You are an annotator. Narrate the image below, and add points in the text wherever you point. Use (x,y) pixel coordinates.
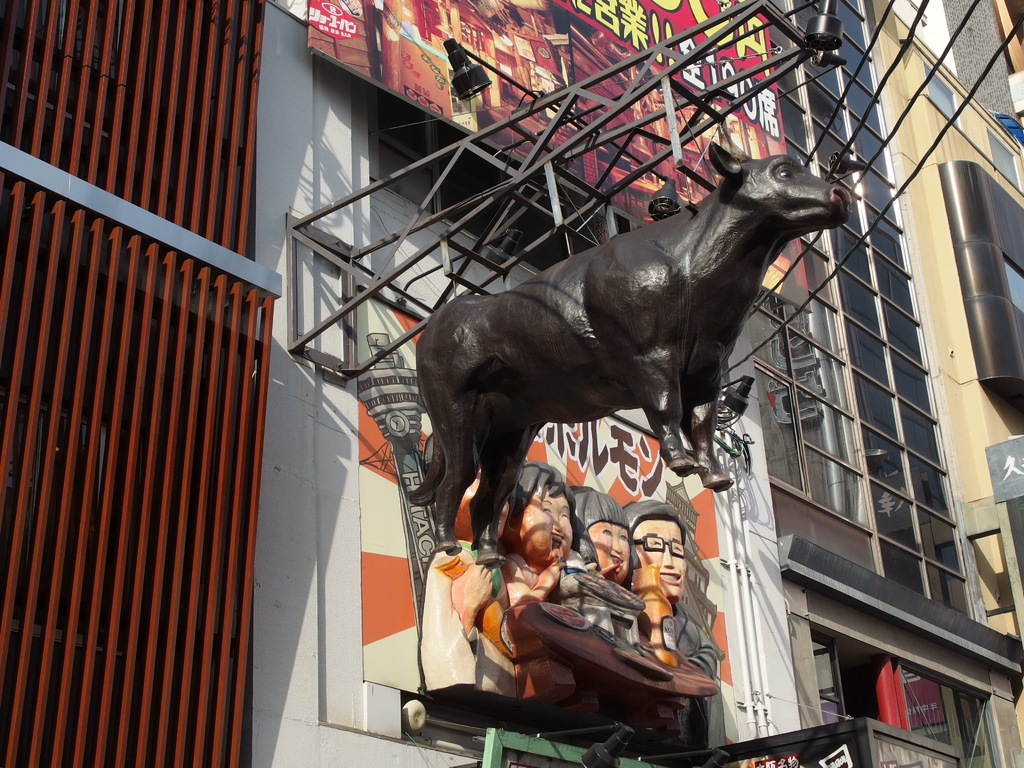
There is a statue (559,312) in the foreground area of the image (554,371) and there are posters (706,154) behind it, there is a building (860,471) on the right side (867,680), it seems like stalls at the bottom side (756,748) and metal rods (174,378) on the left side (164,356).
